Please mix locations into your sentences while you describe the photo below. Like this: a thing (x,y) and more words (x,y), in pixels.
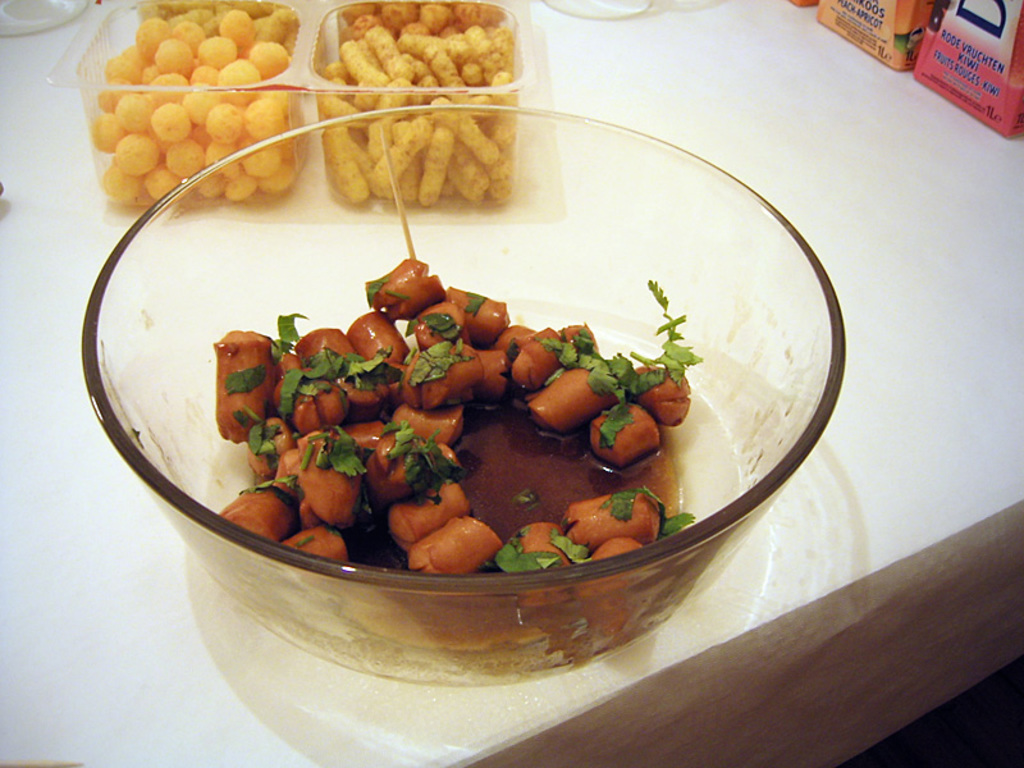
In this image there are three bowls (214,164) visible, on which there are food items (252,111) and bowls (319,16) kept on table (951,265), at the top right (936,6) there are two packets (983,75) kept on table (989,139).
